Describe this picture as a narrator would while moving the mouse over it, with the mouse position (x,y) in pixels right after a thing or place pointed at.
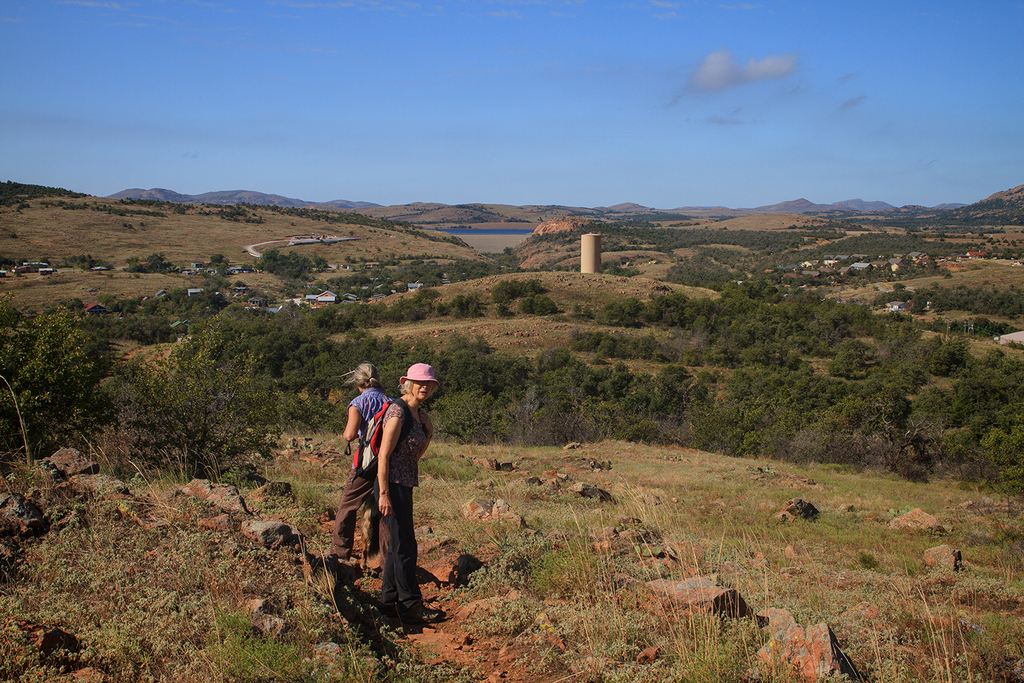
There are two women (387,470) standing on the ground (439,545) and we can see grass (259,547) and small stones (273,537) on the ground (279,560). In the background (375,293) there are plants (201,366), trees (219,260), houses (351,294), water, mountains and clouds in the sky (569,164).
